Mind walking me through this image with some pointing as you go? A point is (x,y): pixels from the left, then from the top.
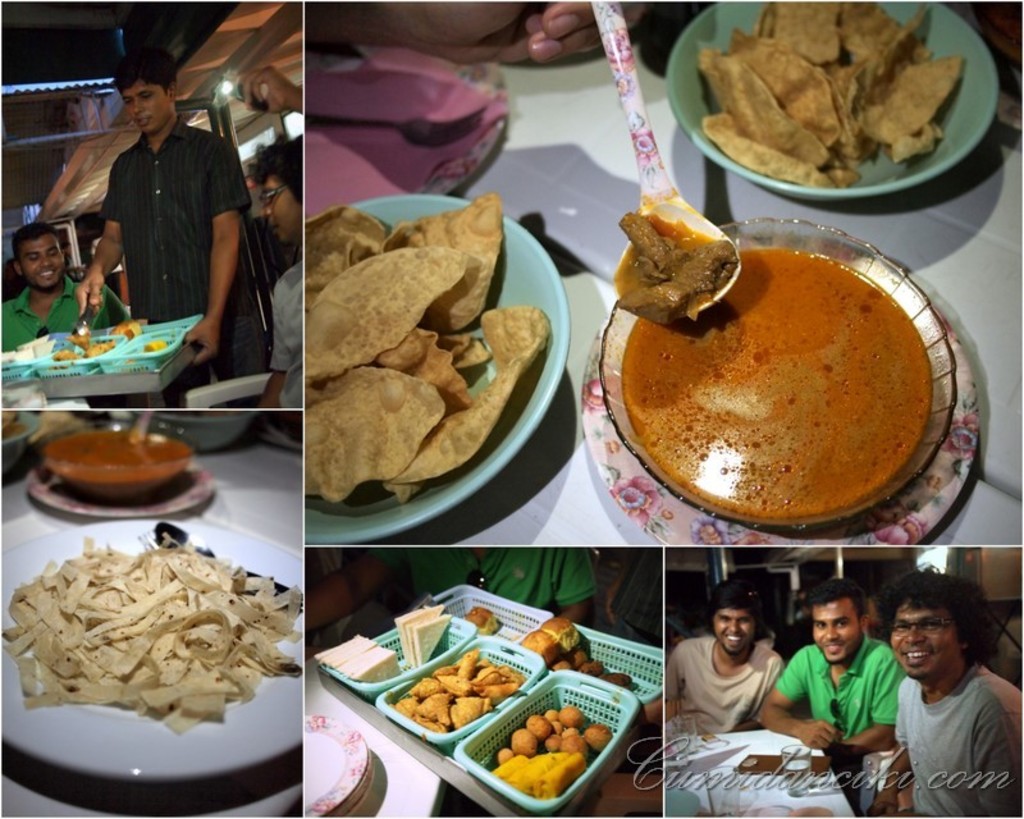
This is an collage image, where there are food items (489,709) on the plates (610,466) and in trays (503,704) and bowls (369,527) on the tables (824,796), there are three persons (240,356), two persons (283,346) sitting on the chairs (217,386), a person (133,293) is standing and serving the food (111,342) by holding a spoon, there are glasses (728,798) and a card (784,775) on the table (682,770) and there is a watermark (659,762) on the image.
